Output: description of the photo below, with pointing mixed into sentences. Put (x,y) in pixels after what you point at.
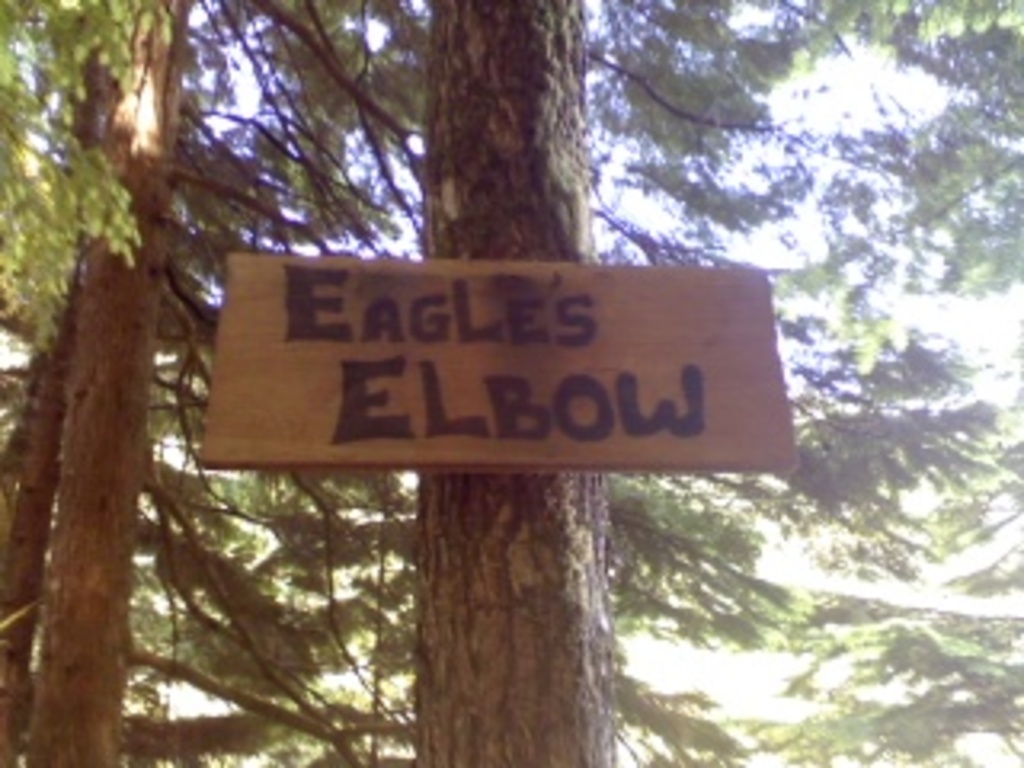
In this picture we can see trees (425,150), there is a board (508,325) and we can see the sky (890,250) in the background (821,231).
